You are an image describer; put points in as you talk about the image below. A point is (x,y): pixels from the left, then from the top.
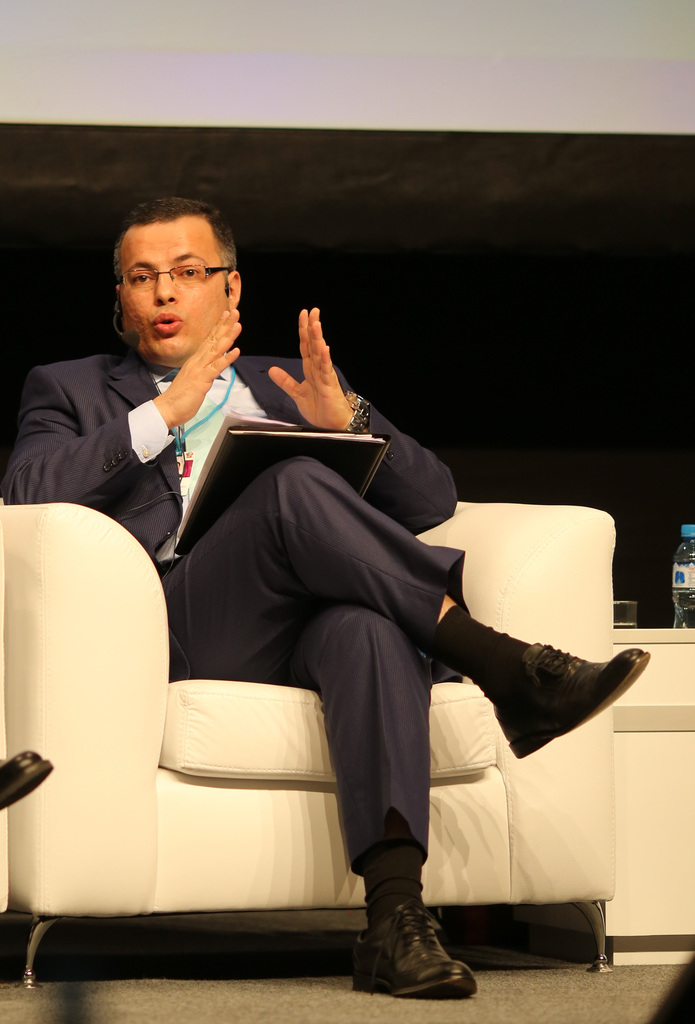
This person (175,206) sitting on the chair (458,866) and holding book (246,432) and talking. This is bottle (674,579). On the background (284,105) we can see wall (348,126).
